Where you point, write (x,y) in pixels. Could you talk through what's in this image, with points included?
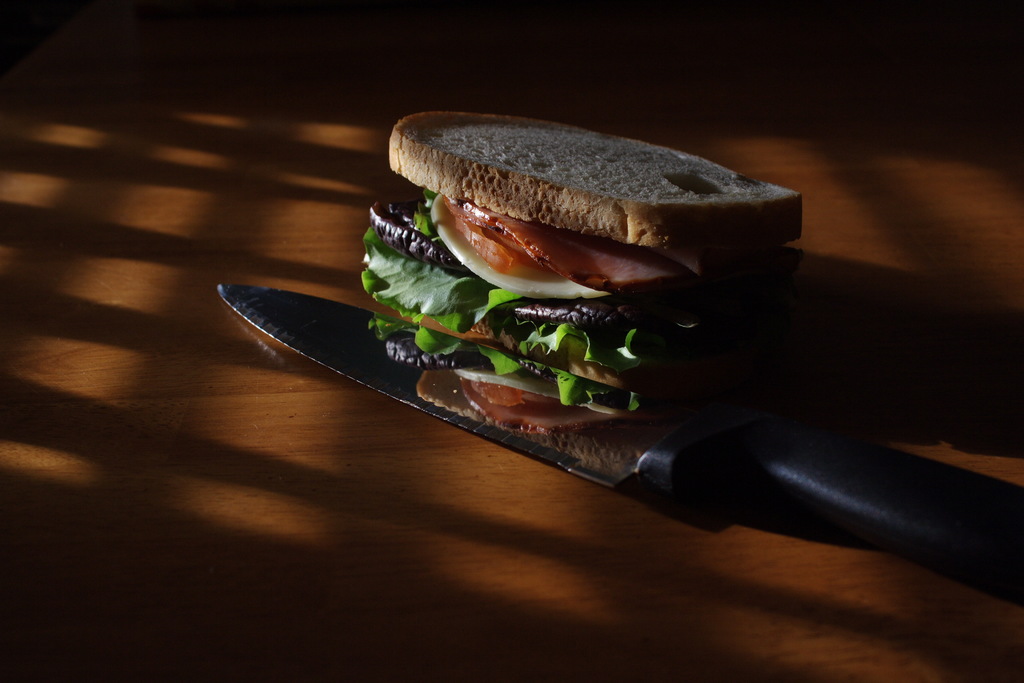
In the center of the image (383,428) we can see one table (459,589). On the table (590,602), we can see one knife (633,426) and one sandwich (631,338), in which we can see breads (572,210), leafy vegetables (624,365) and some food items (520,288).
